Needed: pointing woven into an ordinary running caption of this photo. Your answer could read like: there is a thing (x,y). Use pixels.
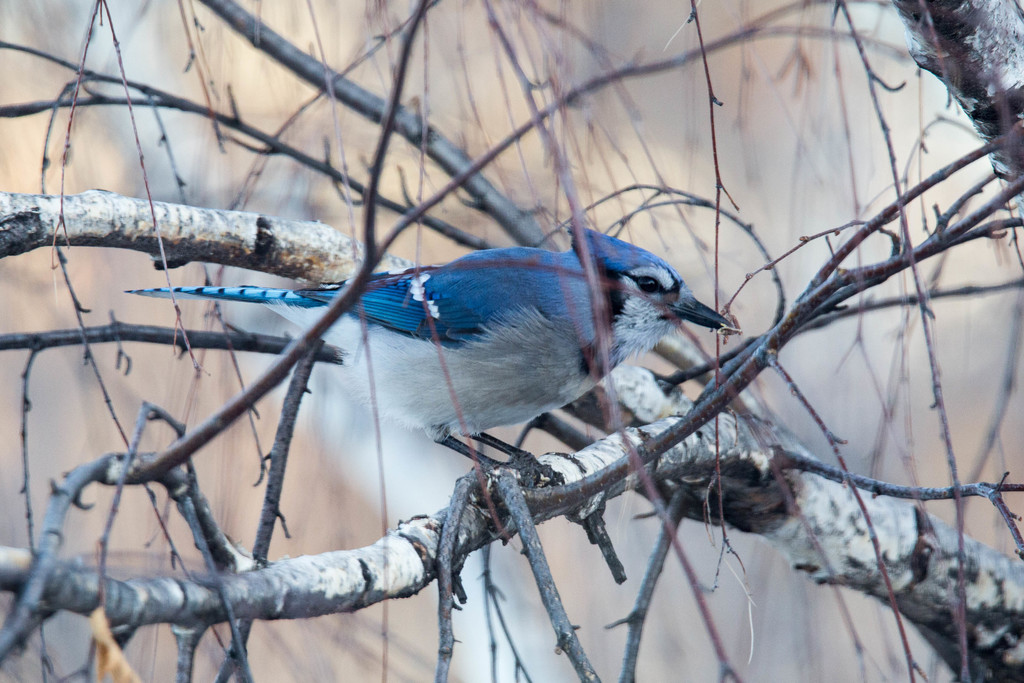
In this image there is a bird (555,263) on a tree (616,416), in the background (847,417) it is blurred.
